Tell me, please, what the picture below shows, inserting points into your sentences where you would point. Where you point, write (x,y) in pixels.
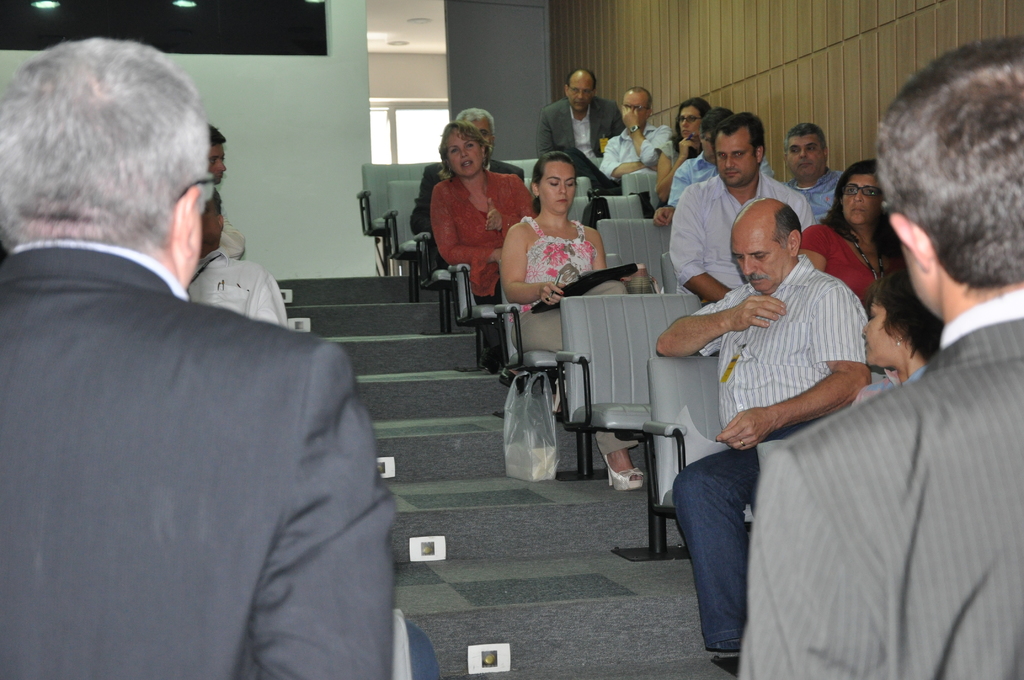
In this picture we can observe some people (767,258) sitting in the chairs (532,161) and there were two men (830,454) standing here, wearing coats (880,491). There were men (787,202) and women (448,189) in this picture. In the background (416,157) there is a wall (298,117) and a window (422,135).
